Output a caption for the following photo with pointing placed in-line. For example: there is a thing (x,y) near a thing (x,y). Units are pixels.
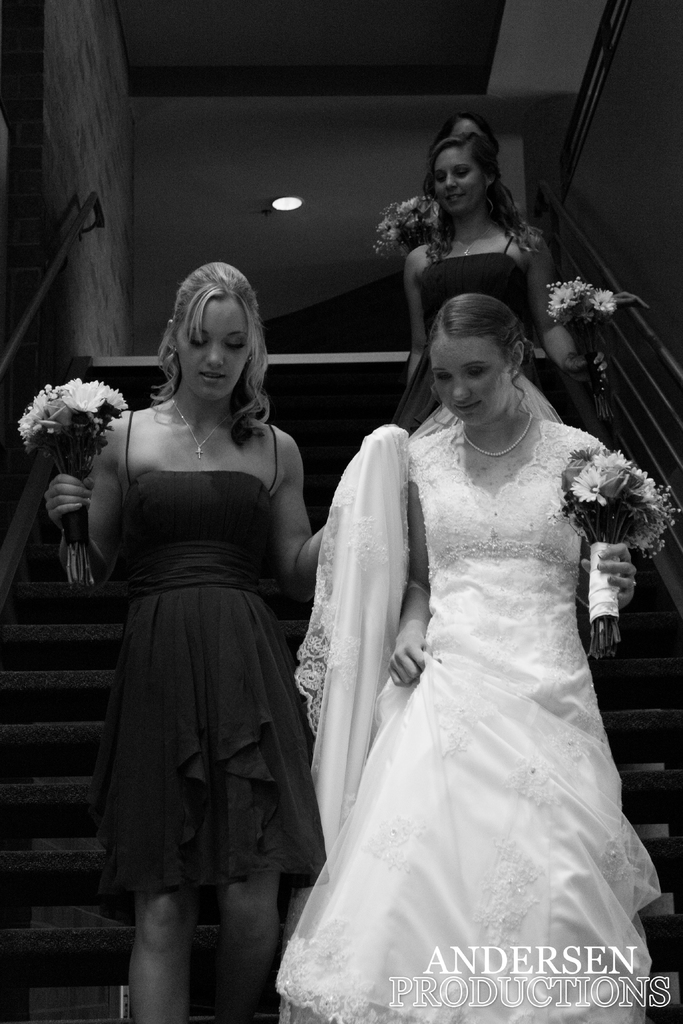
In this picture we can see few women (331,936) are on the staircases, they are holding some flowers (587,519), among them one woman (506,571) is wearing white dress (566,562).
